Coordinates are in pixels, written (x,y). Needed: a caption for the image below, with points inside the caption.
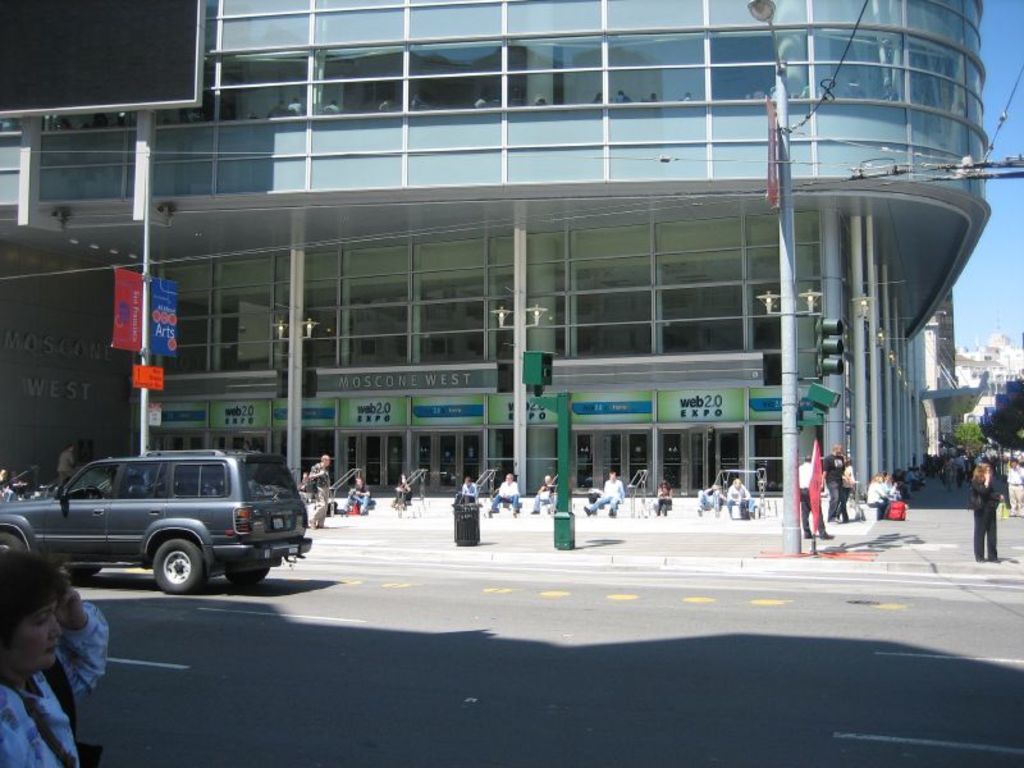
There are people (929,463), vehicle (162,508), trash bin (476,515), poles (784,402), posters (769,390) at the bottom side of the image (463,521), it seems like a screen (137,42) in the top left side (168,47) and a building (534,128) at the top side (587,139). There are buildings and the sky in the background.
